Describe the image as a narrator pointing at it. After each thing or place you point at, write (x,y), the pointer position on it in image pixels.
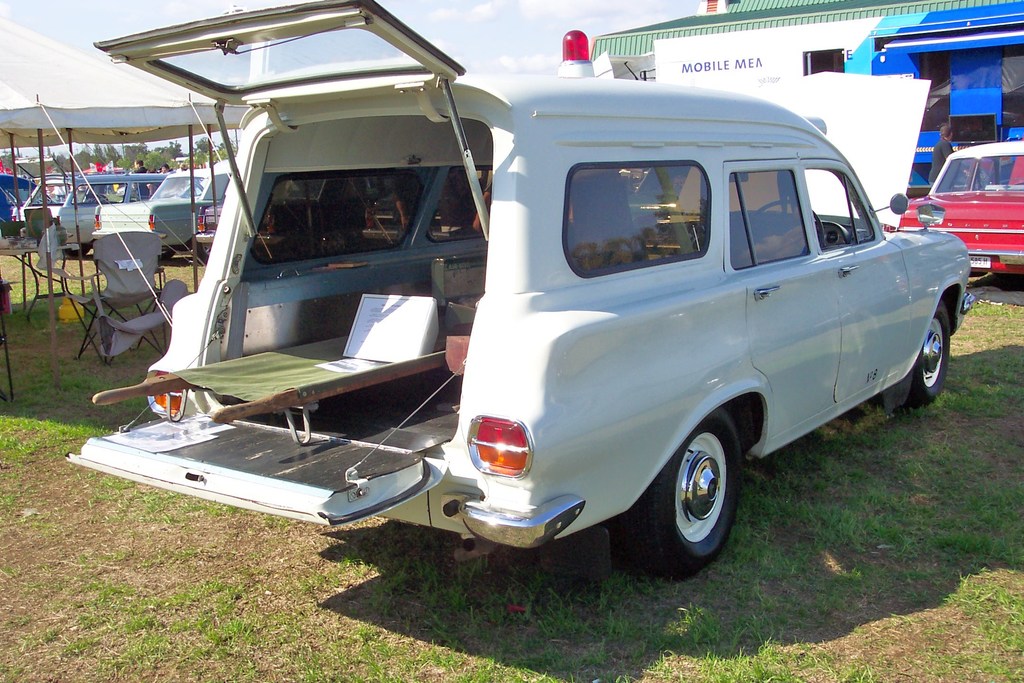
In this picture we can see vehicles (224,292), tent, chairs (153,273), rooftop (735,0) and grass (61,472). In the background of the image (106,156) there are people (141,166) and we can see trees (129,163) and sky (142,17) with clouds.
